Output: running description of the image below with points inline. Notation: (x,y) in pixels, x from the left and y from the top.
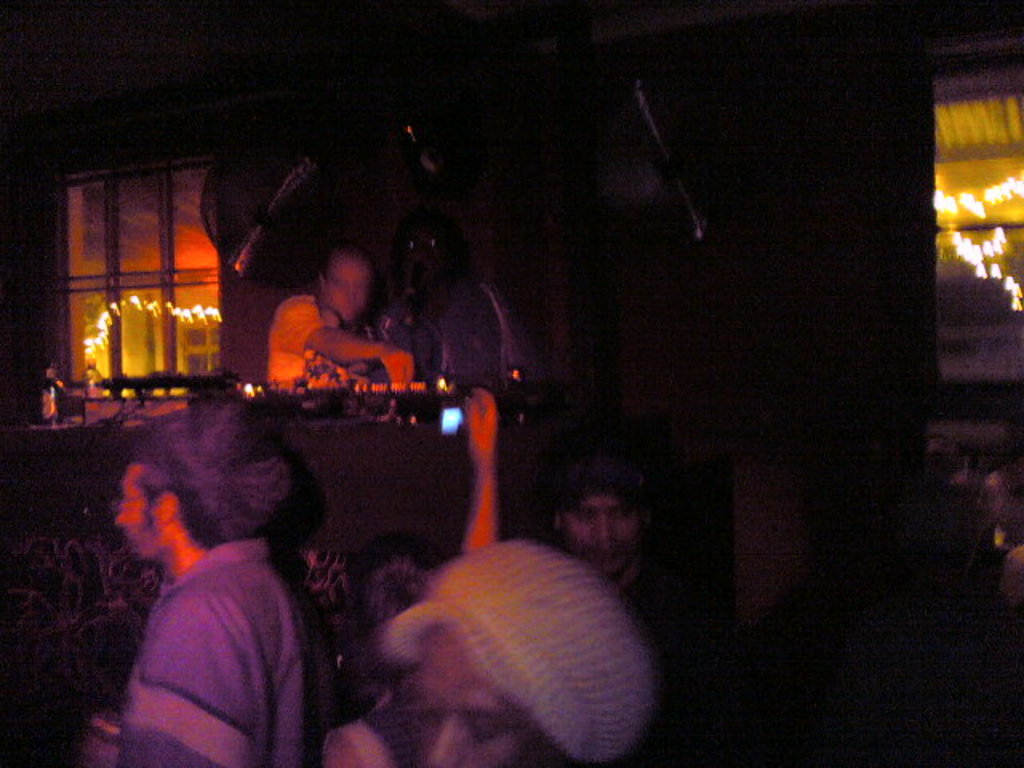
It is the blur image in which there is a man (310,346) who is playing the DJ (280,374). In the background (118,289) there are windows (136,307) on which there are lights (115,310). At the bottom (397,593) there are few people (373,584). In the middle (488,475) there is a person (485,496) taking the pictures with the camera (451,421).
